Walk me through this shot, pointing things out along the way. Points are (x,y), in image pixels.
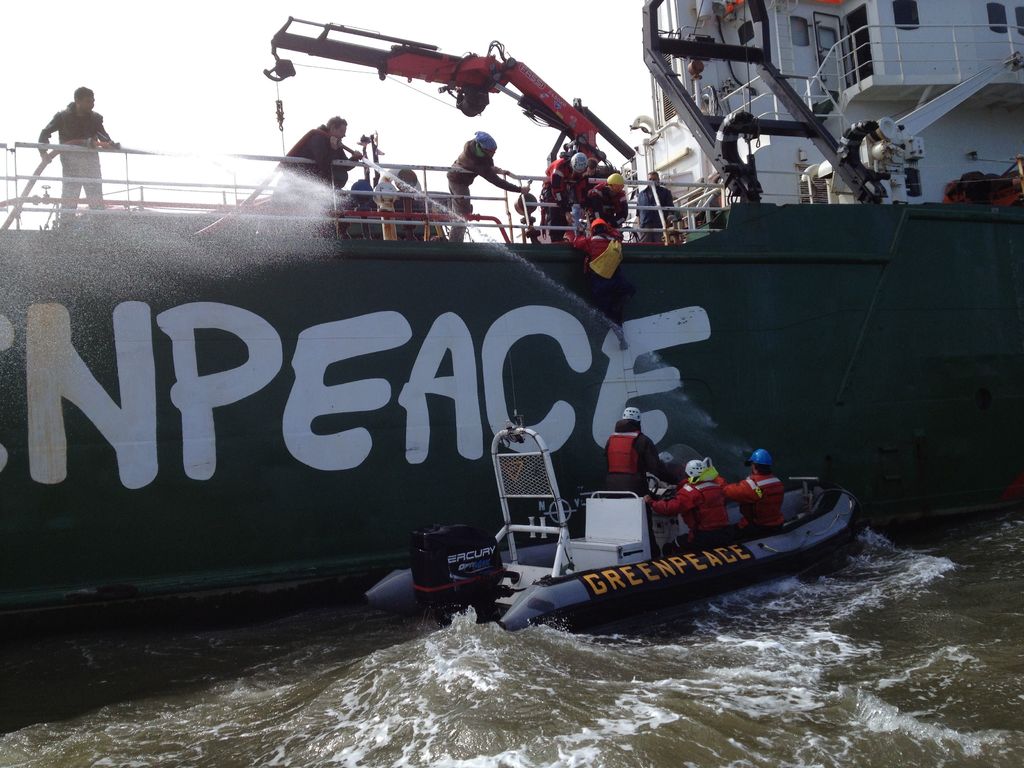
In the middle of this image (627,293), there are persons (92,120), a crane (431,59) and other objects (661,100) are in a ship (650,145), on which there are white color letters (42,375). This ship (807,327) is on the water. Beside this ship (482,352), there is a boat (812,527). In this boat (507,620), there are persons (765,491). In the background (526,7), there is the sky (139,15).
